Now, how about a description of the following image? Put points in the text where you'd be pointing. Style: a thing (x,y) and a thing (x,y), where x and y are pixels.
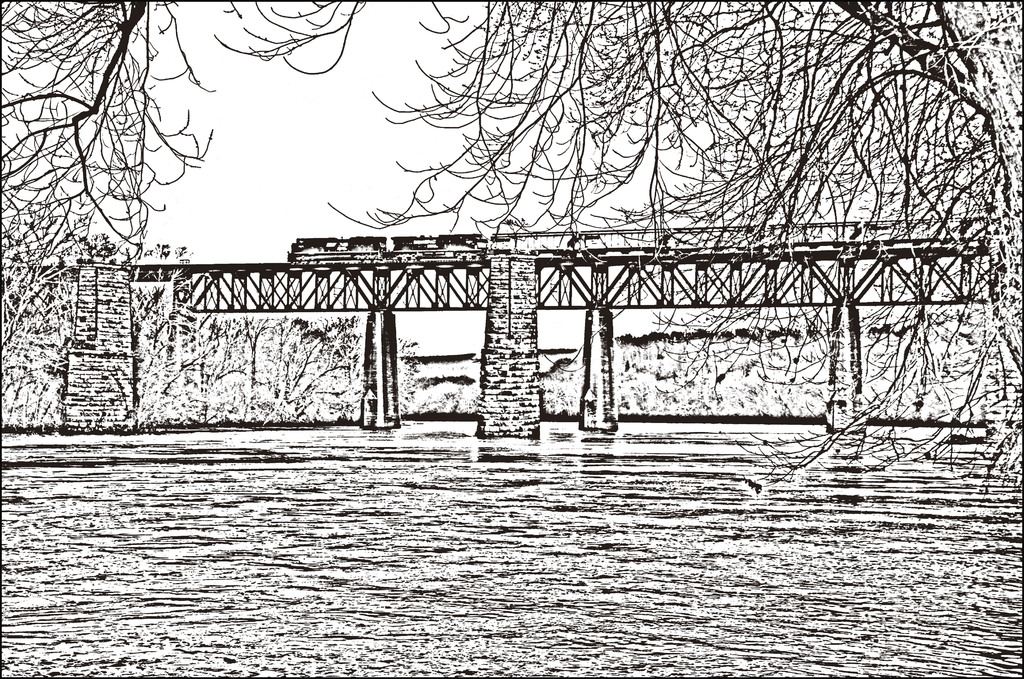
It is a black and white image. There is a railway bridge (441,303). A train (501,249) is moving on the bridge (520,258). There are many trees (59,345) in the image.
